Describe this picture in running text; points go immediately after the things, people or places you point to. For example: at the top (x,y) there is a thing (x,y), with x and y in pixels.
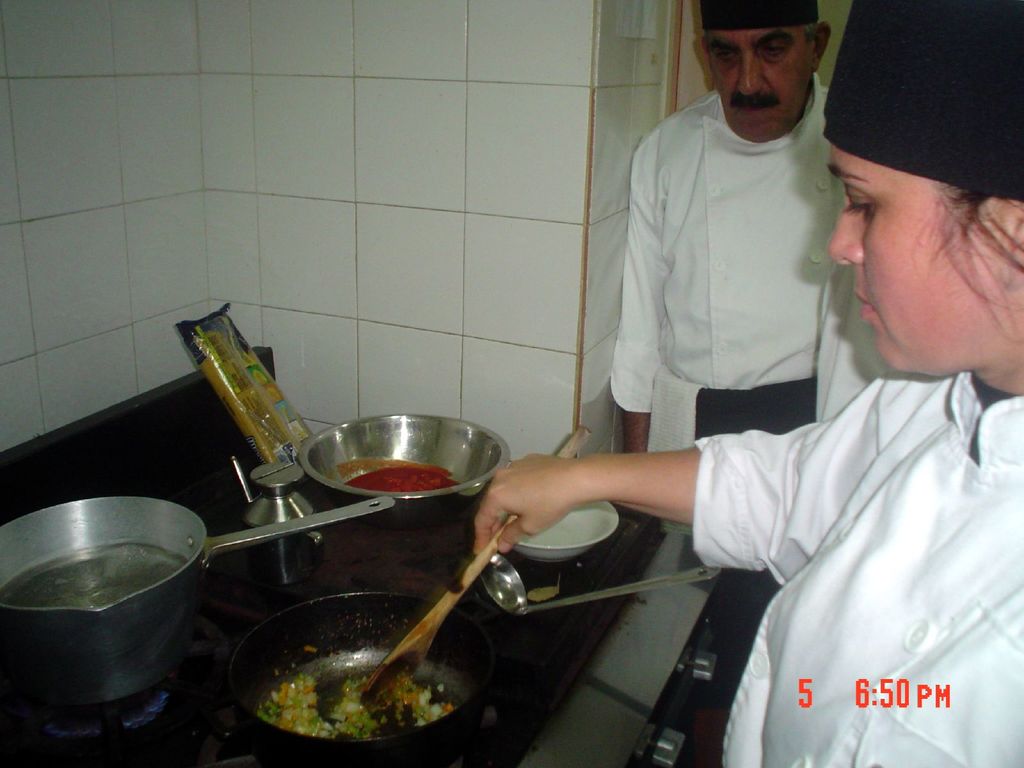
In the picture we can see a woman chef (960,283) cooking something holding a spoon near the desk (582,752) and on it we can see some bowls (379,741) on the stove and beside it we can see a man (817,338) standing and watching it.
